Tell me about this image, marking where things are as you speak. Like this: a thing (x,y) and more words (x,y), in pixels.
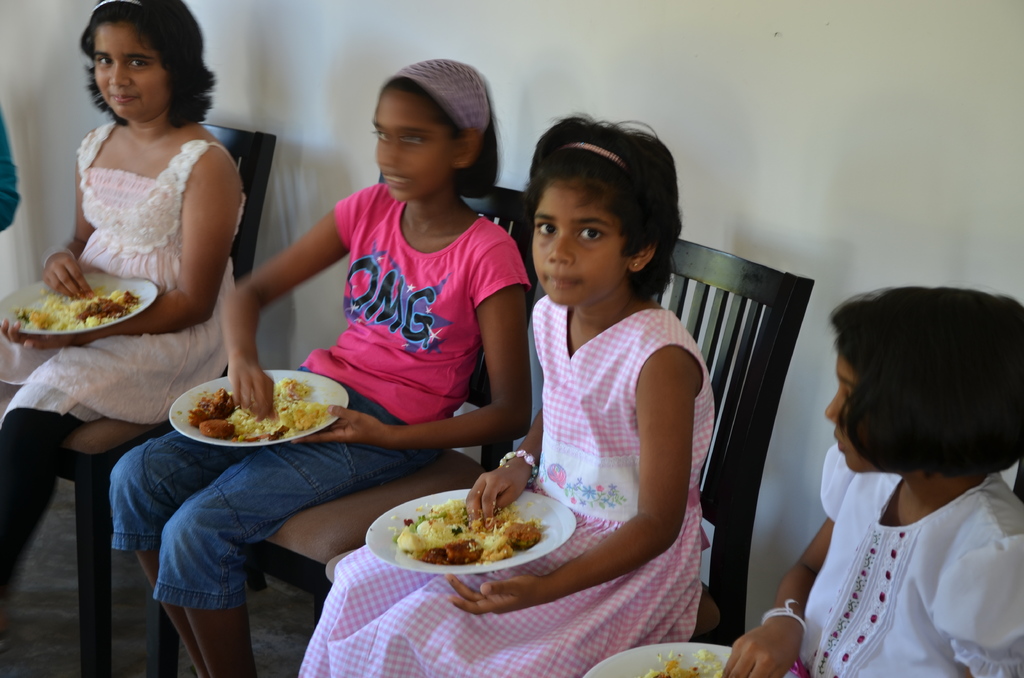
In this picture there are four girls (339,244) were sitting on the chair (769,310) and they are eating the food (663,674). In the back (858,124) I can see the wall (858,124). In the plates (548,546) I can see the rice (459,515), meat (436,550) and other food item (433,535).
